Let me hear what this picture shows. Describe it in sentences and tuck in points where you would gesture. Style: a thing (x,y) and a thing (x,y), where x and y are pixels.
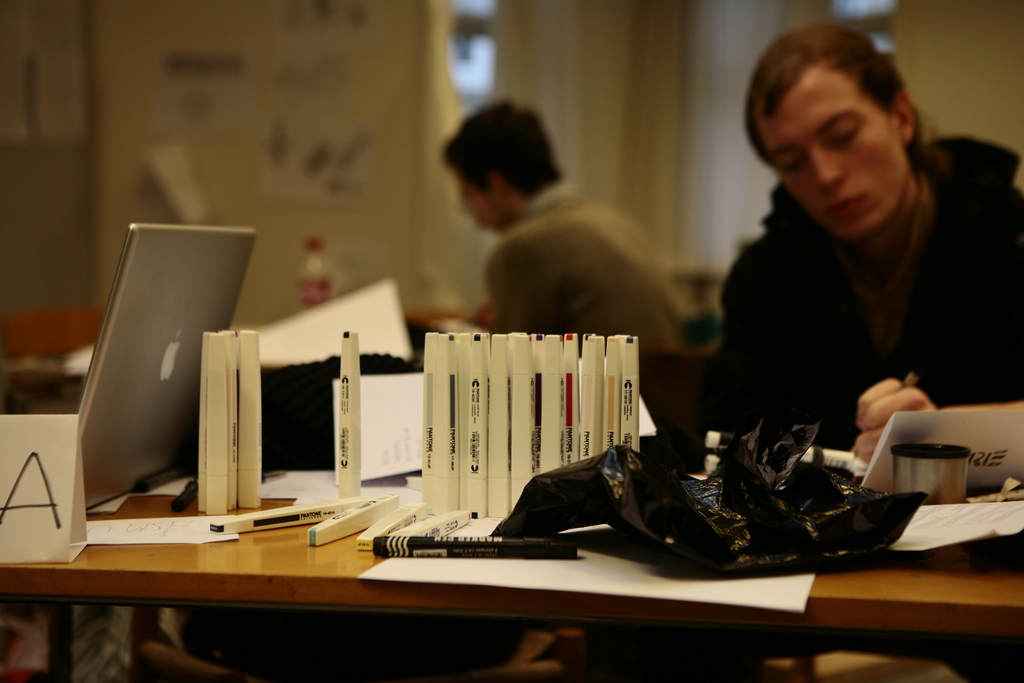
On this table (578,528) there are markers (534,376), laptop (175,291), card (0,532), papers (879,463) and things (849,473). Background (840,193) it is blur. We can see people (796,202). This man (859,193) is holding a pen (903,383). Posters (326,131) are on the wall (230,64).
